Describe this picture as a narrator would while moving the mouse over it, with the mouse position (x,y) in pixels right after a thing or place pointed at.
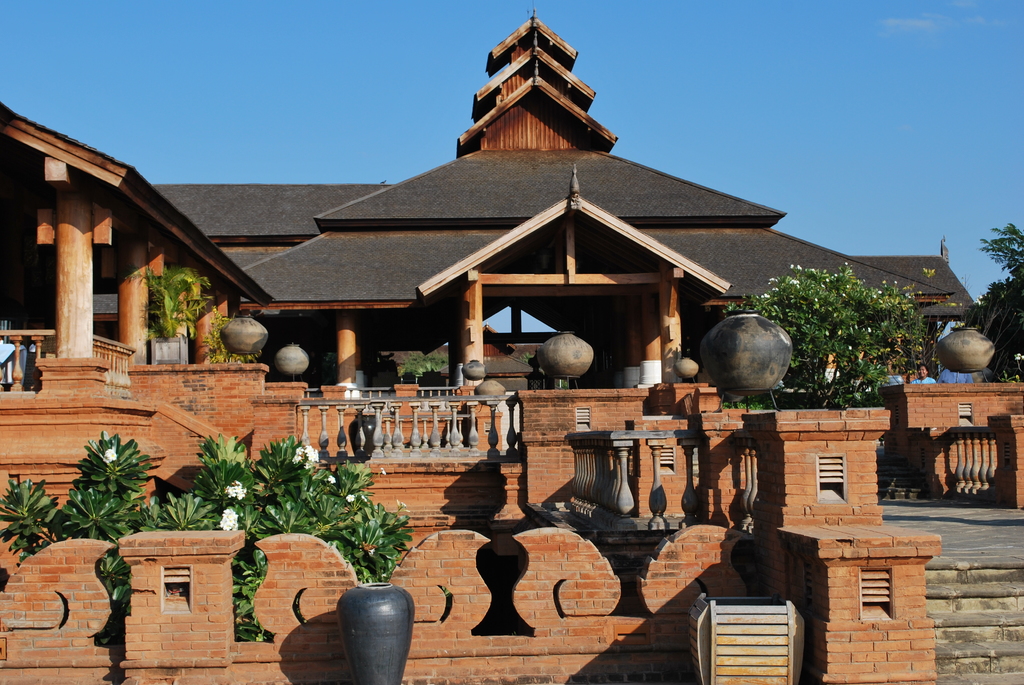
On the left side (284,502) there are plants (115,484) having white color flowers (311,464), near a wall (38,565). Beside the wall (225,590), there is a pot (382,624) and an object (737,657). On the right side (998,652), there are steps (980,629). In the background (771,390), there are pots (763,367) arranged on the walls (67,417) of building (106,424), which is having roofs (136,177), there are pot plants (165,308) on the walls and there is blue sky (475,66).
